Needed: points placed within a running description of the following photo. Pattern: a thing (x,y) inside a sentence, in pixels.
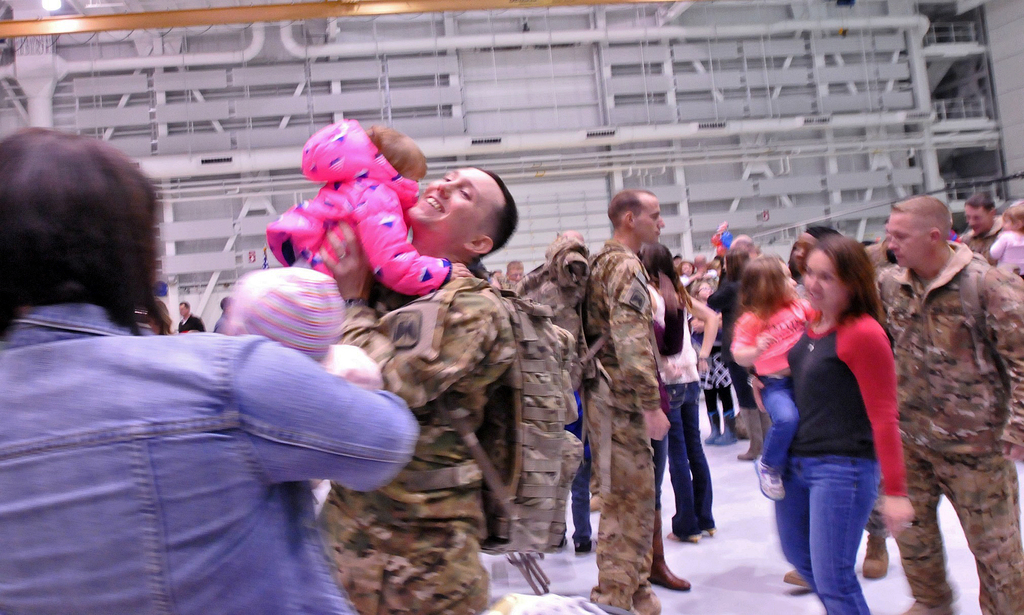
In this image we can see a group of people (620,480) standing on the floor (740,503). In that some people (791,490) are carrying the children (774,438). On the backside (551,221) we can see a wall (528,221) with some pipes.
